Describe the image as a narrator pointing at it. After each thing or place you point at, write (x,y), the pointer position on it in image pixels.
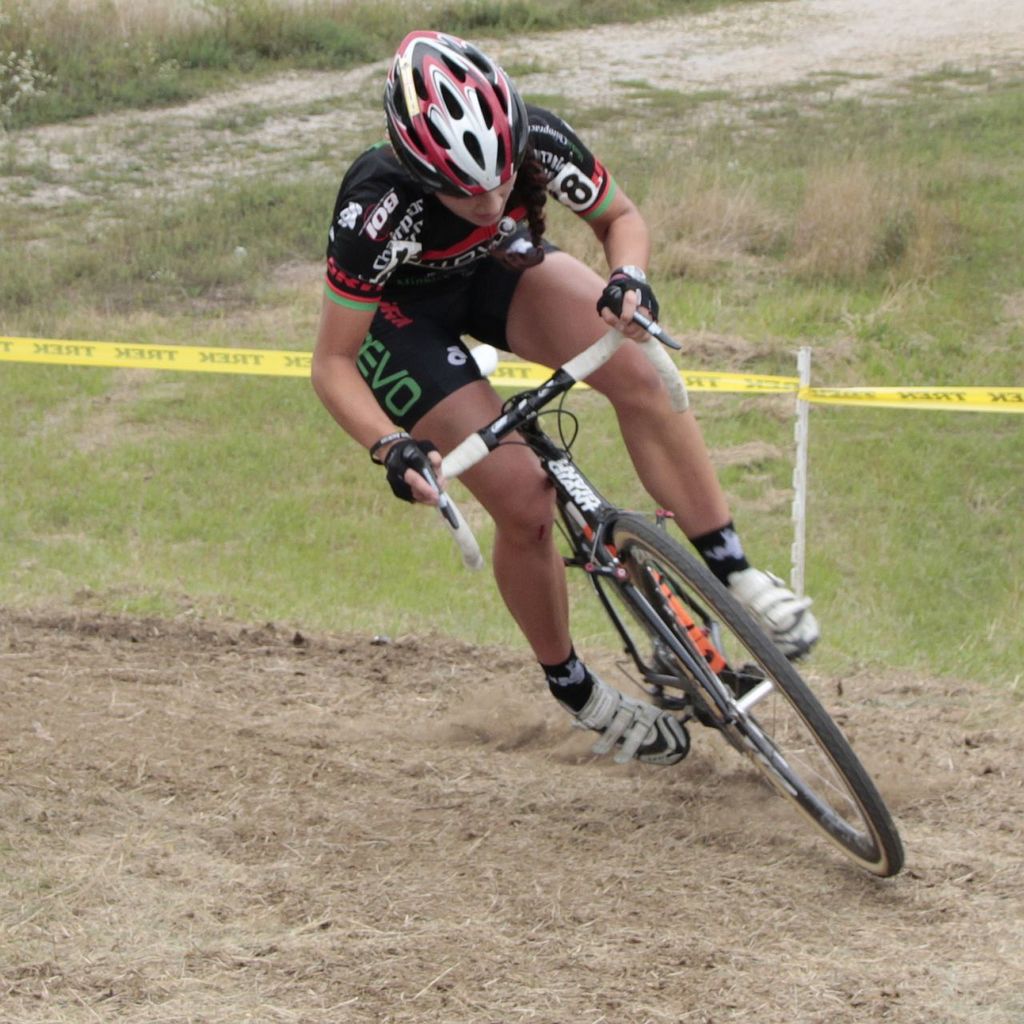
There is a person (426,229) in black color dress (365,211), wearing helmet (433,125) and cycling on the road (936,839). In the background (948,406), there is a yellow color ribbon (32,341) attached to the pole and there is grass (895,180) on the ground (858,164).
